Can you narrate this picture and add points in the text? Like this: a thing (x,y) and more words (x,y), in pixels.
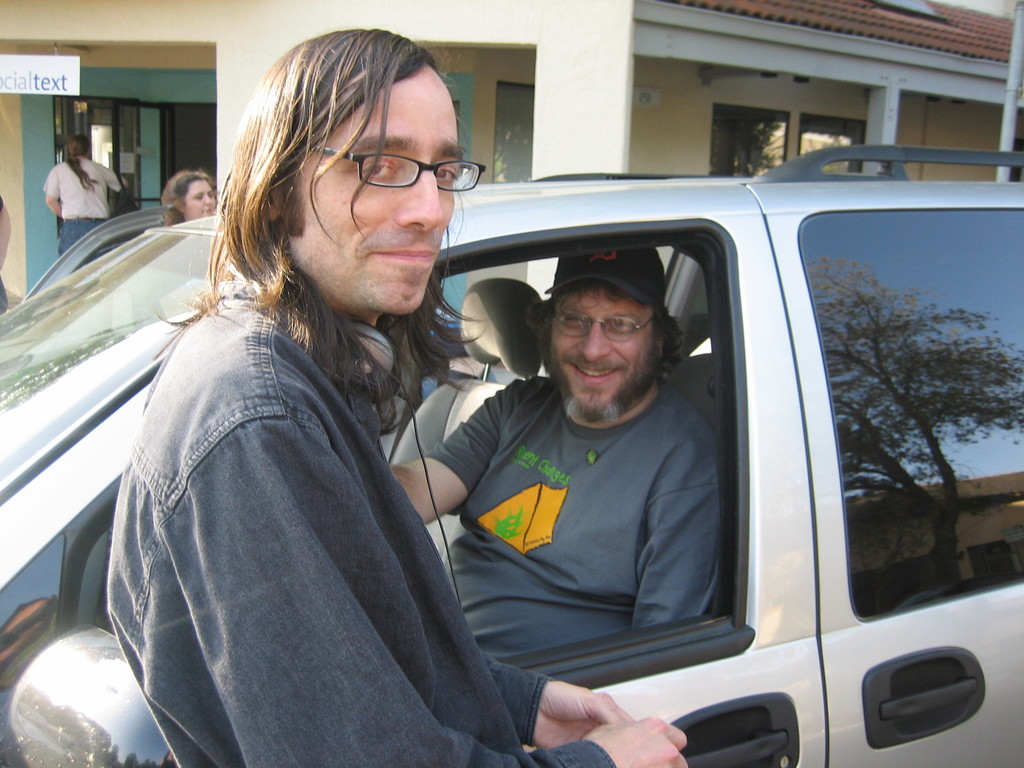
Few persons (286,311) are standing, this person (534,589) sitting inside of the car (774,481). On the background (548,18) we can see house (829,43).
